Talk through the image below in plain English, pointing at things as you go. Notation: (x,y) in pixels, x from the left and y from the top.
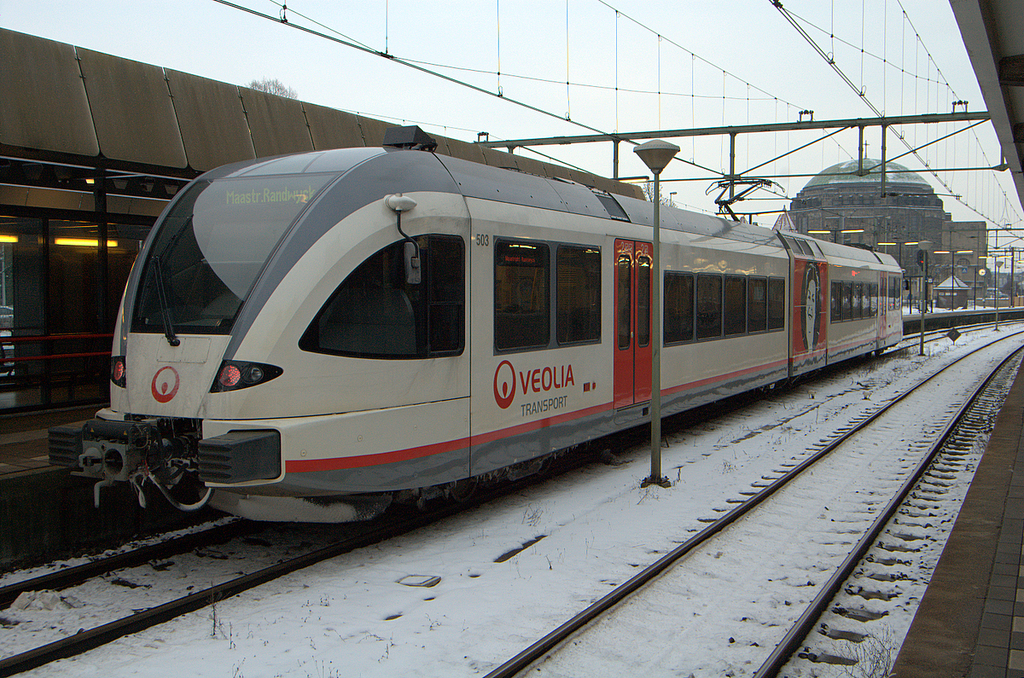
This image consists of a train (449,238) in the middle (489,376). There is a building (62,128) at the top (45,145). This looks like a railway station (668,525).
